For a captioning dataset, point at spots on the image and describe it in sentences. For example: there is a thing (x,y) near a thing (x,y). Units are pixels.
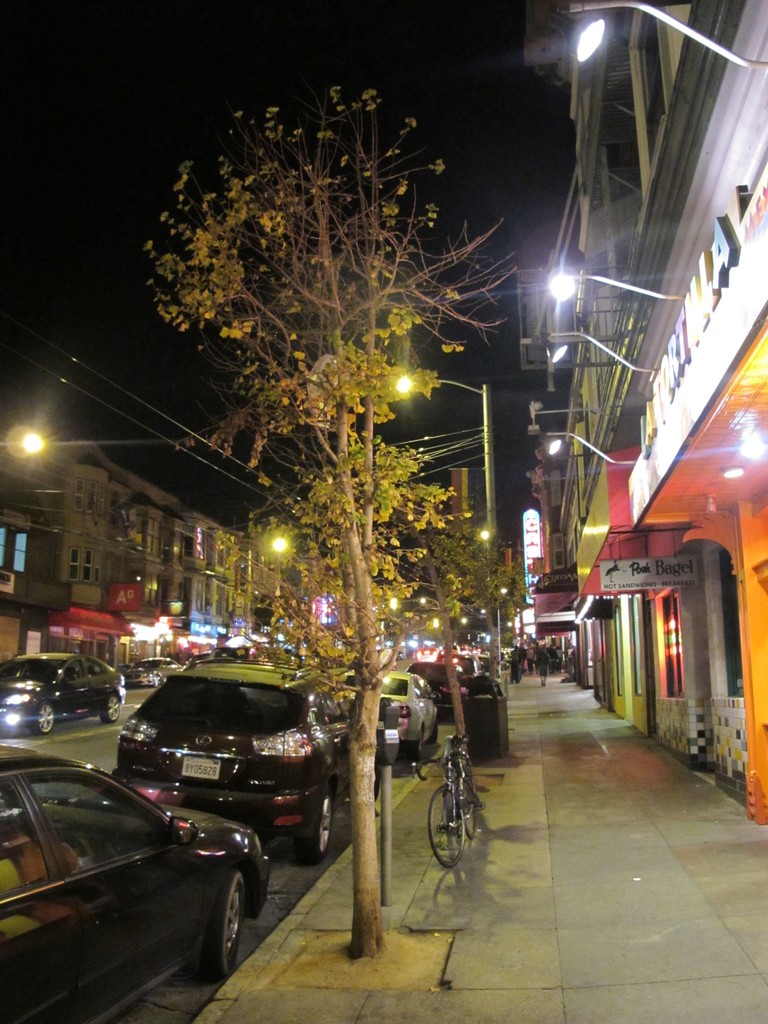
In this image we can see a few vehicles (160,821) on the road (117,726), there are some buildings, poles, wires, people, lights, trees (332,558), boards (638,485) with some text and a bicycle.
